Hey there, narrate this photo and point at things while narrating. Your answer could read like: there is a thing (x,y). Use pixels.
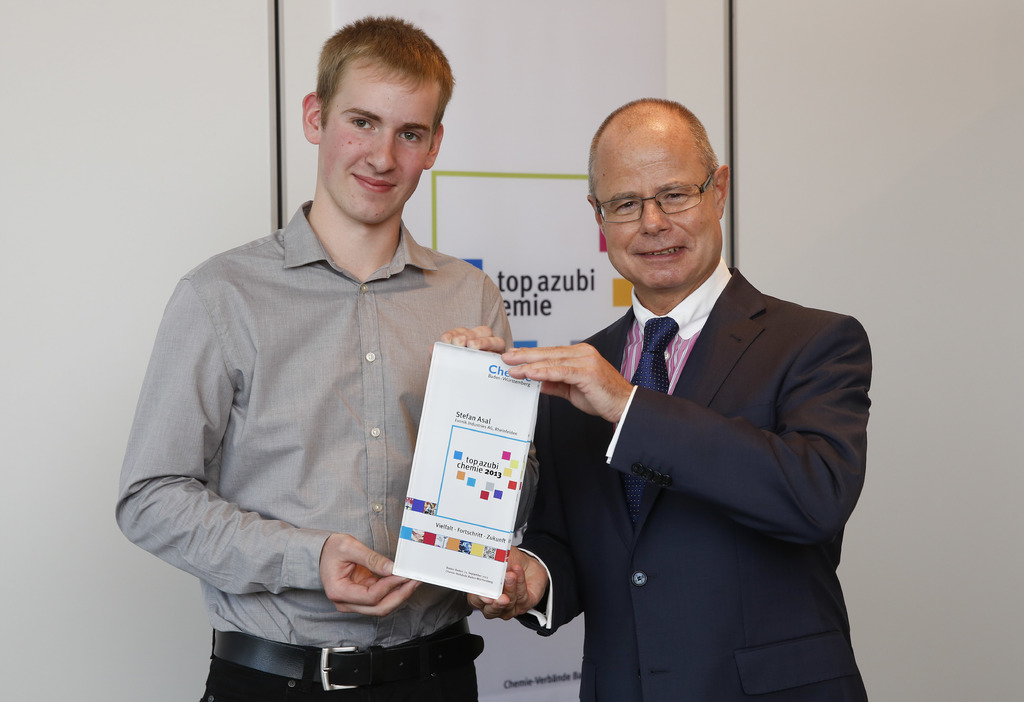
In this picture I can see there are two men (700,440) standing and the person (754,442) standing at right (749,440) is wearing spectacles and they are holding an object (477,534) in his hand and the man (448,601) at left (310,511) is holding the same object (415,540) and there is a banner (596,276) in the backdrop (587,128) and there is a wall (16,633).
